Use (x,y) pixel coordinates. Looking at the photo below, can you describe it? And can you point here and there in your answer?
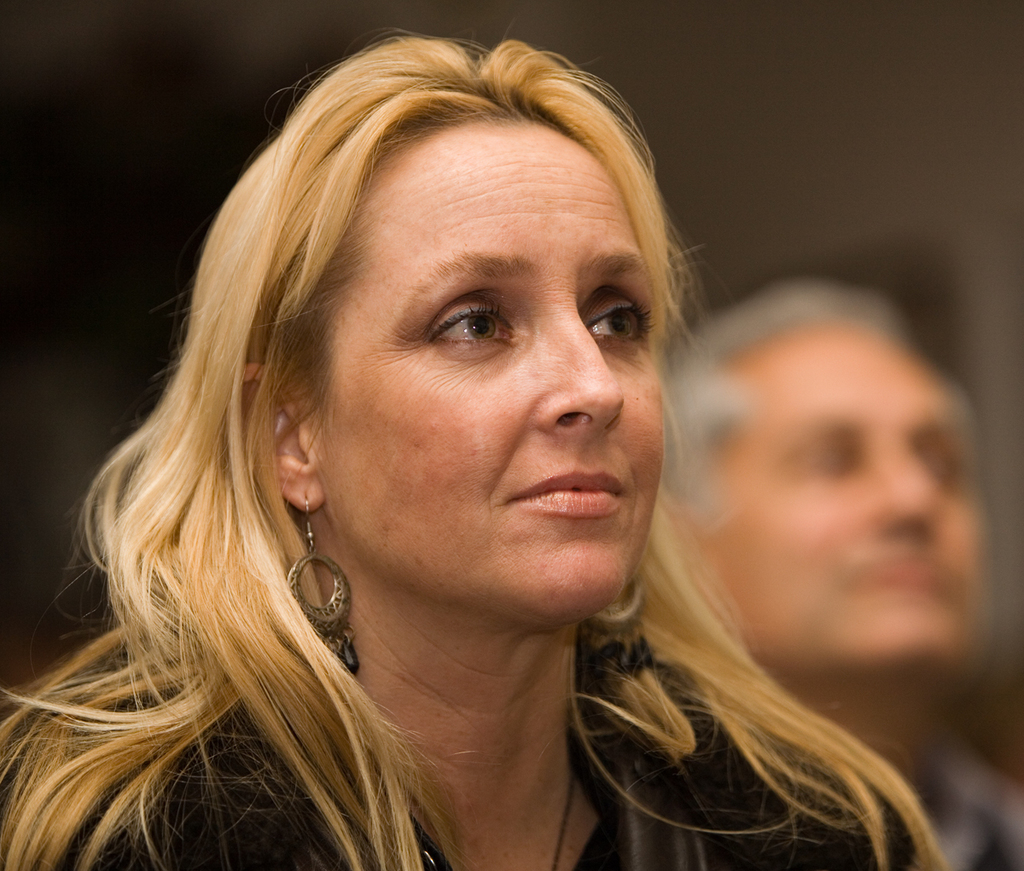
In this picture there is a woman (566,754) with brown jacket (607,794). At the back (925,788) there is a man (941,779) and the image is blurry.
